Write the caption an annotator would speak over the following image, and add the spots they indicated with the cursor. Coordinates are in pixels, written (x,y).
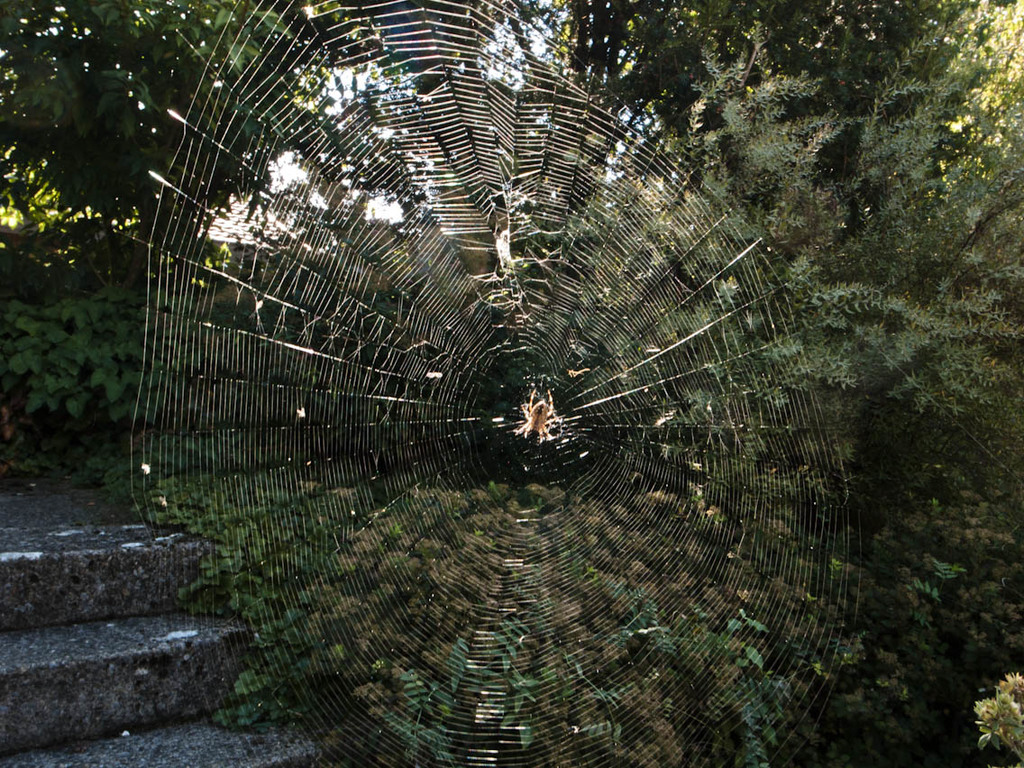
In this picture there is a spider (540,409) in middle of a spider web (524,383) and there are trees (1008,84) in the background (630,201).
